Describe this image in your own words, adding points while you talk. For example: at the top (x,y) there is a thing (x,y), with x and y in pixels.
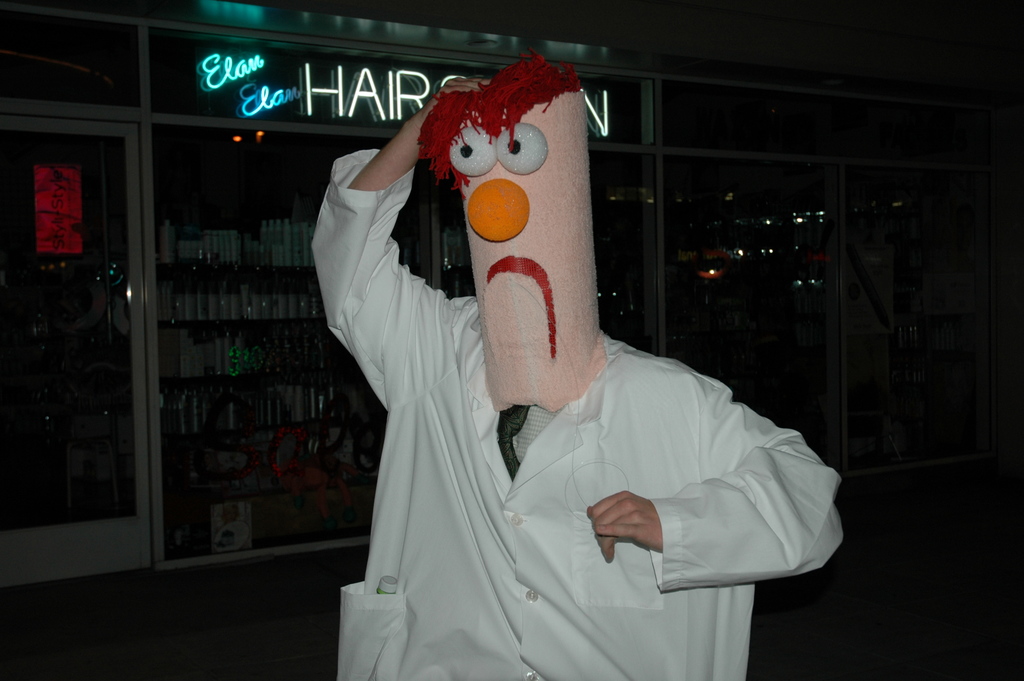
In the image there is a person (535,453) standing in front of a store (208,267) and the person (489,352) is wearing a mask (462,178) to his head (508,320) and he is wearing a white shirt (480,508) and holding the mask (495,86) with one of the hand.
